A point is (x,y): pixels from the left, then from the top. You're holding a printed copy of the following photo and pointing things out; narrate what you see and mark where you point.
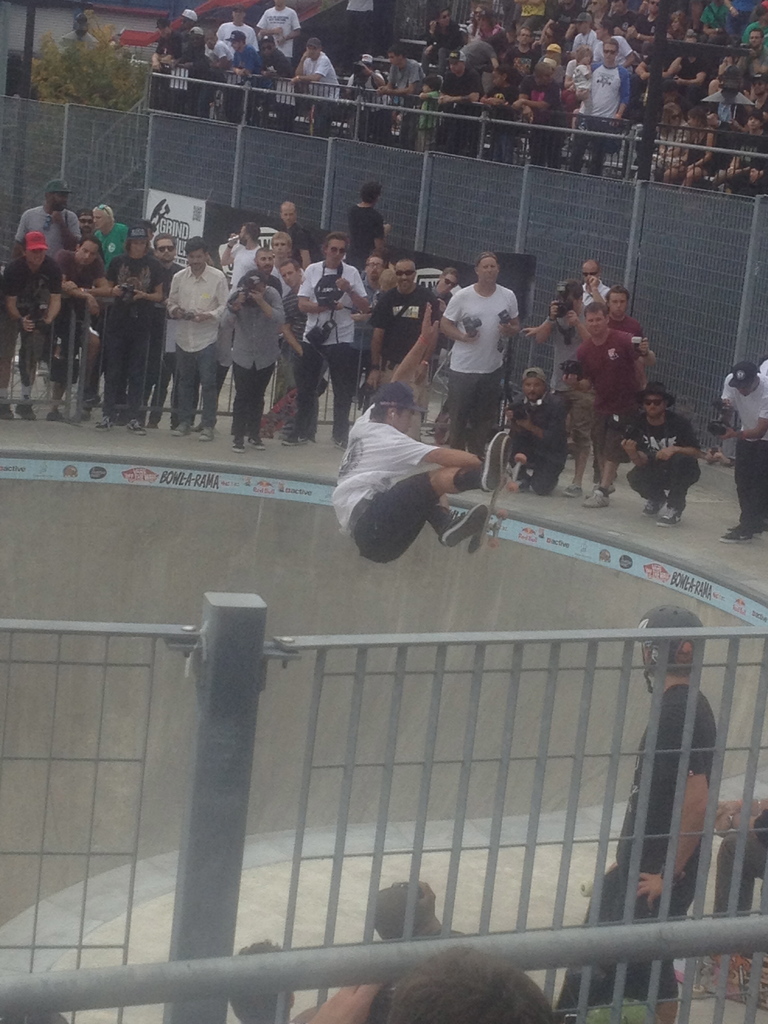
In this picture I can see a person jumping with a skateboard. I can see a skating ramp (545,527). There are group of people (245,251) standing. There are few persons (327,253) holding cameras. I can see iron grilles (239,677) and some other objects (0,475).
